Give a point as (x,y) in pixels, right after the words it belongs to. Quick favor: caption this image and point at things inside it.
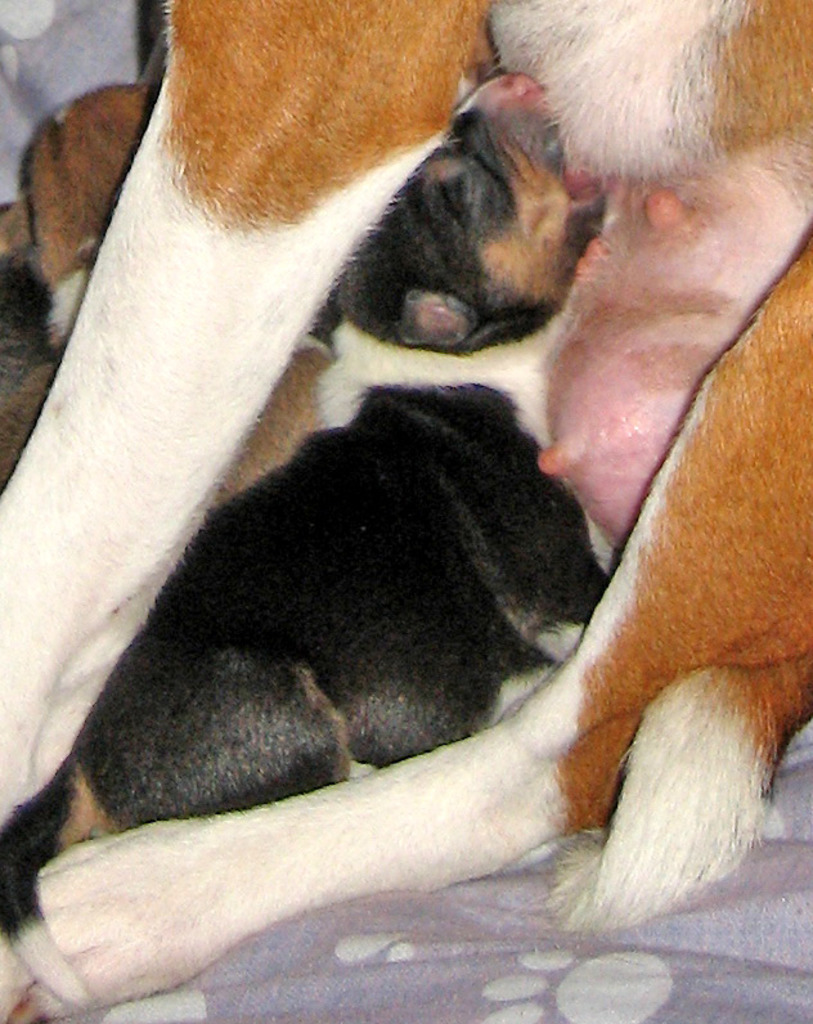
In the middle of the image (459,549) there is a dog (281,22) and there is a puppy (497,437) on the bed (413,928).
